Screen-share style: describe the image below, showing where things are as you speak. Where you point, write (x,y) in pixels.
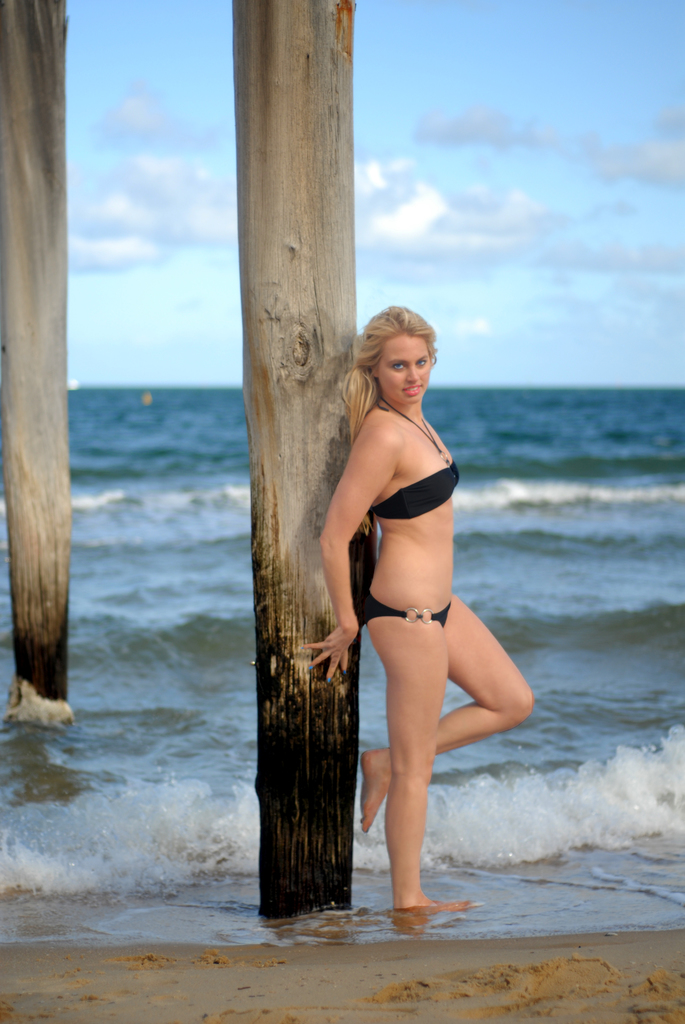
In the center of the image (336,594) we can see poles (243,364) and one person (431,585) standing and she is smiling, which we can see on her face (401,386). In the background (391,211) we can see the sky (362,99), clouds (168,203) and water (182,520).
